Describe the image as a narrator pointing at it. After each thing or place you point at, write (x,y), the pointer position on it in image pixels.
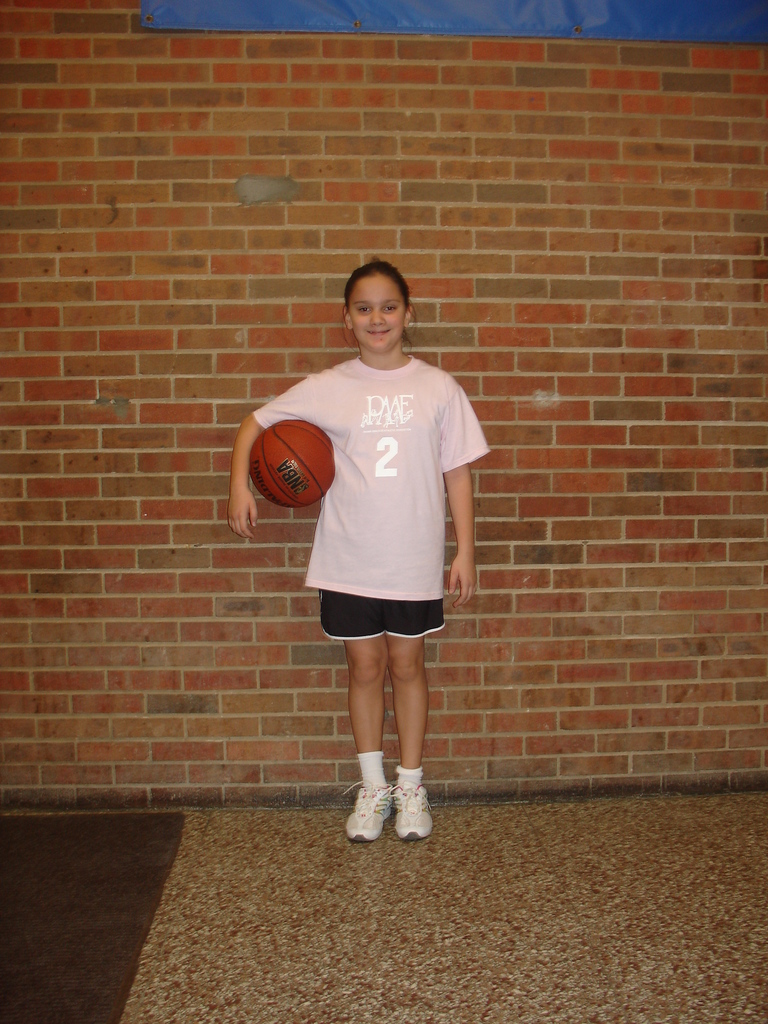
In the image there is a girl (339,584) standing in front of a brick wall (308,299) by holding a ball (300,434).
